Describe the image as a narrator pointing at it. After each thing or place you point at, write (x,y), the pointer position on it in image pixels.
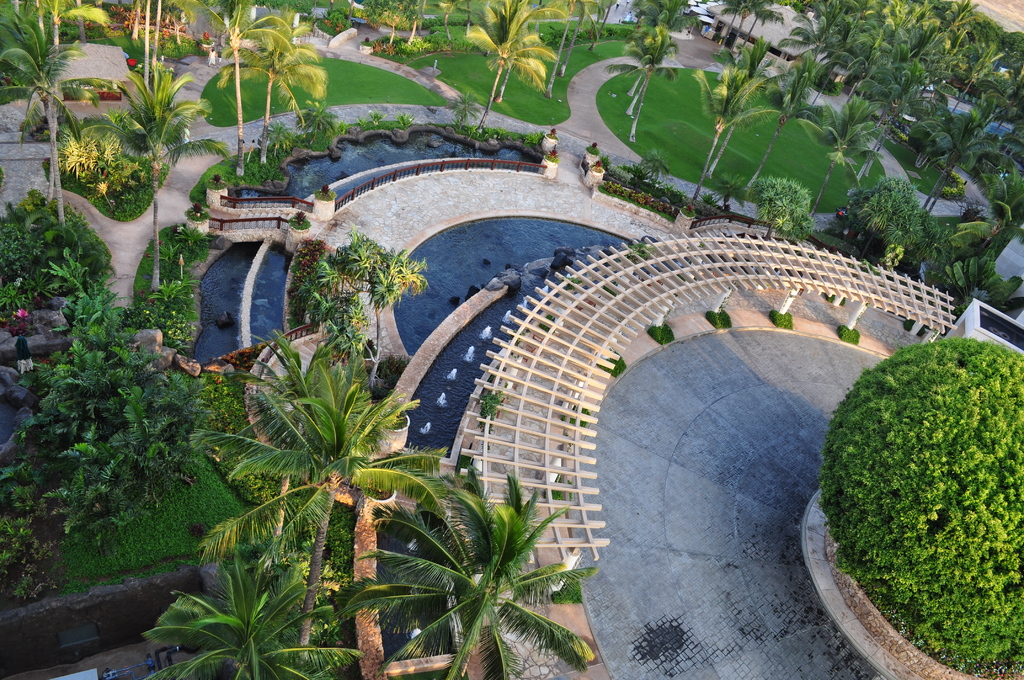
This image is taken outdoors. In this image there is a ground (173,496) with grass (372,83) on it and there are a few pavements (33,155). There is a fountain (484,265) with water (373,149). There are many trees (488,604) and plants (224,501) on the ground (132,41). In the middle of the image (391,237) there is a bridge (242,210) with railings (362,185) and there is a big plant (830,491) in the pot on the right side of the image (950,532).
